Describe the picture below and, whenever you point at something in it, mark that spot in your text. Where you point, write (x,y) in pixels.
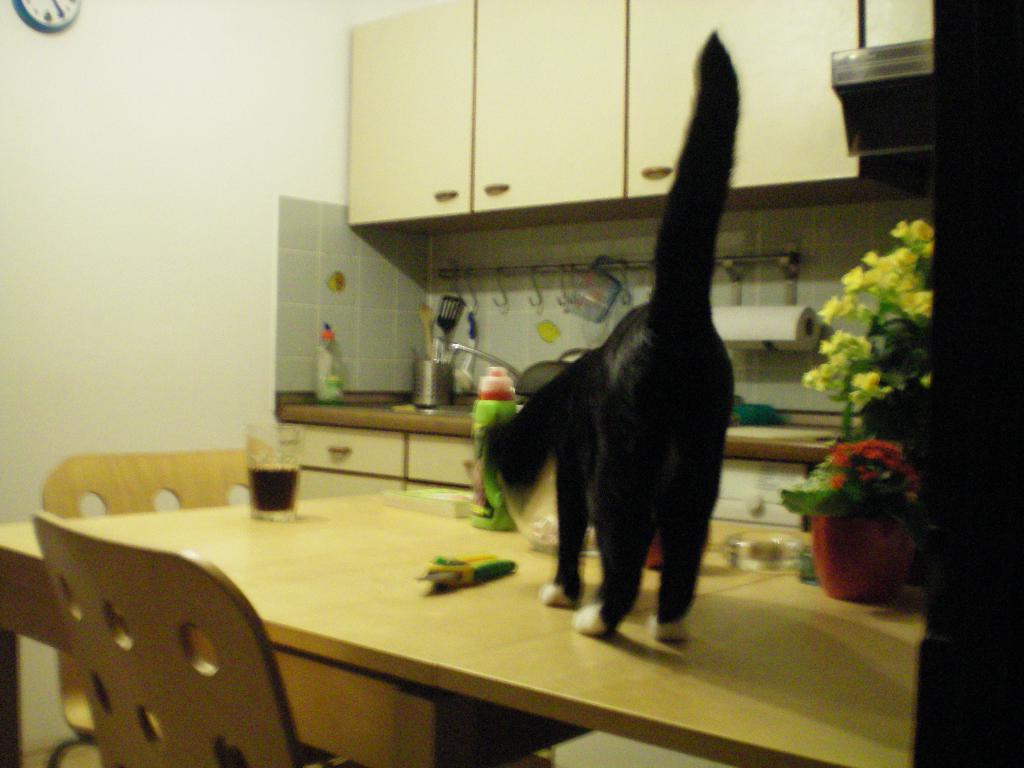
In the picture I can see a cat (598,497) is standing on the table (542,577). On the table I can see glasses (261,473), flower pot (872,512) and some other objects (502,501) on it. In the background (335,428) I can see wooden cupboard (669,119), kitchen table (459,425) which has some objects (513,379) on it. I can also see a wall (170,307) which has a clock (67,20) attached to it and some other objects (441,388).
